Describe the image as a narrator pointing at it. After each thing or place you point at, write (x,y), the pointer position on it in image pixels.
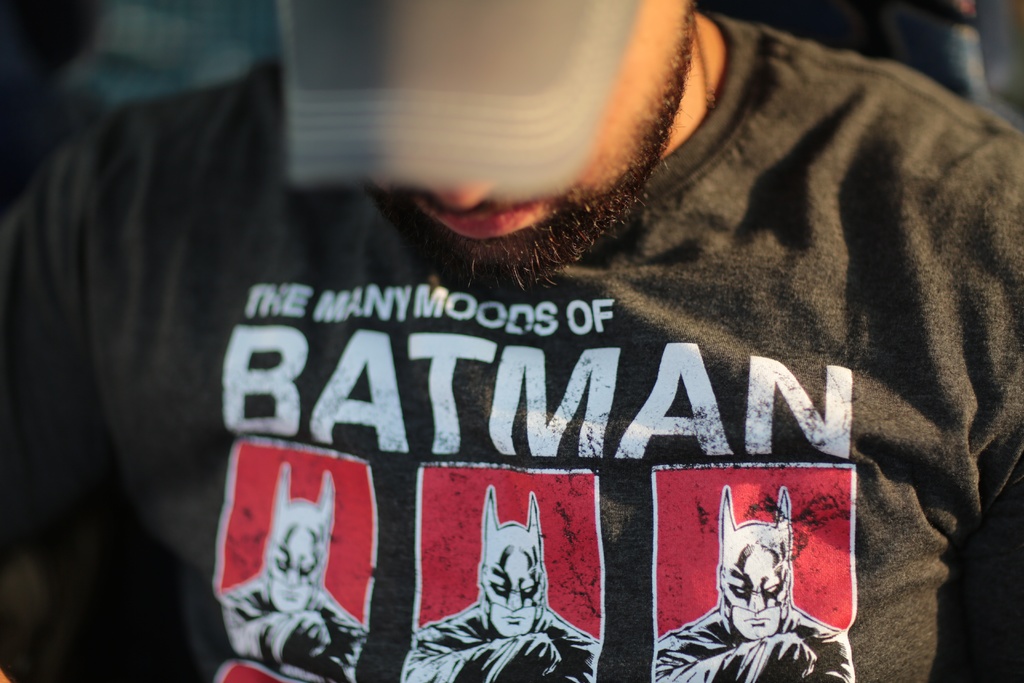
In this image I can see a man (502,563) is wearing a t-shirt (602,473) and a cap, there are batman pictures (514,568) on his t-shirt (471,521).
